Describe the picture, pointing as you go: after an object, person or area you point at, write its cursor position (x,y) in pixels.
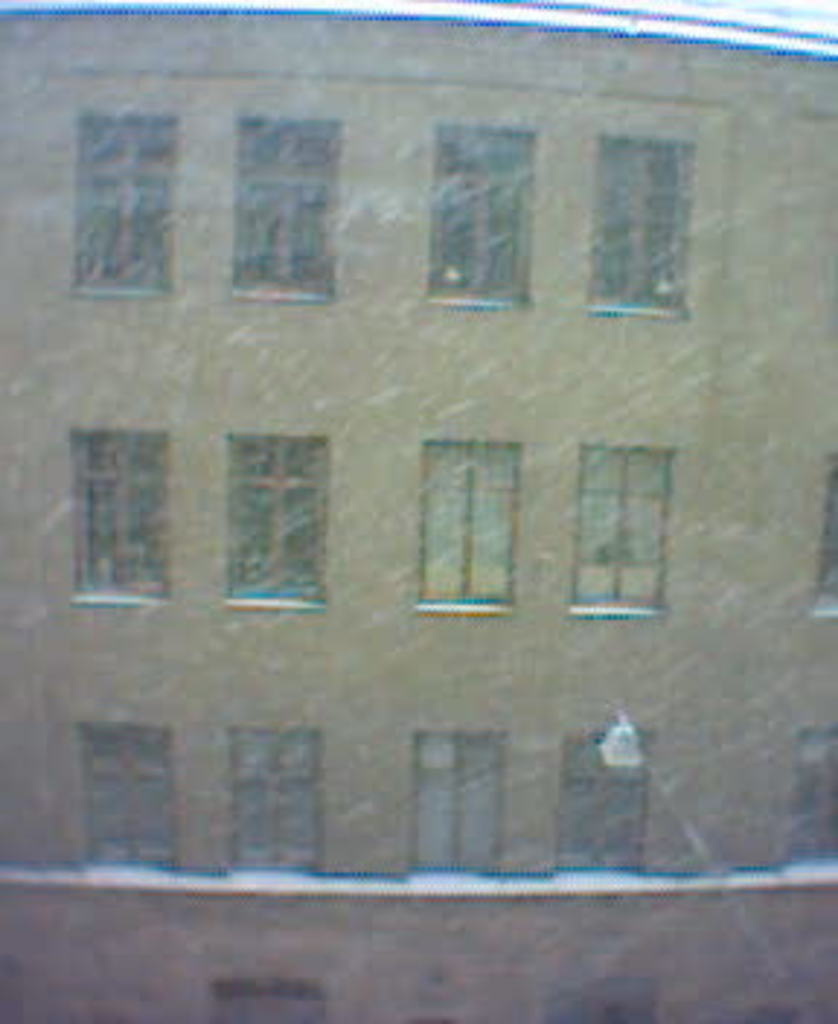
In this image we can see one building (409,707) with windows (322,568), one object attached to the building (669,787), two objects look like pipes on the top of the image (790,32) and the image is blurred.
